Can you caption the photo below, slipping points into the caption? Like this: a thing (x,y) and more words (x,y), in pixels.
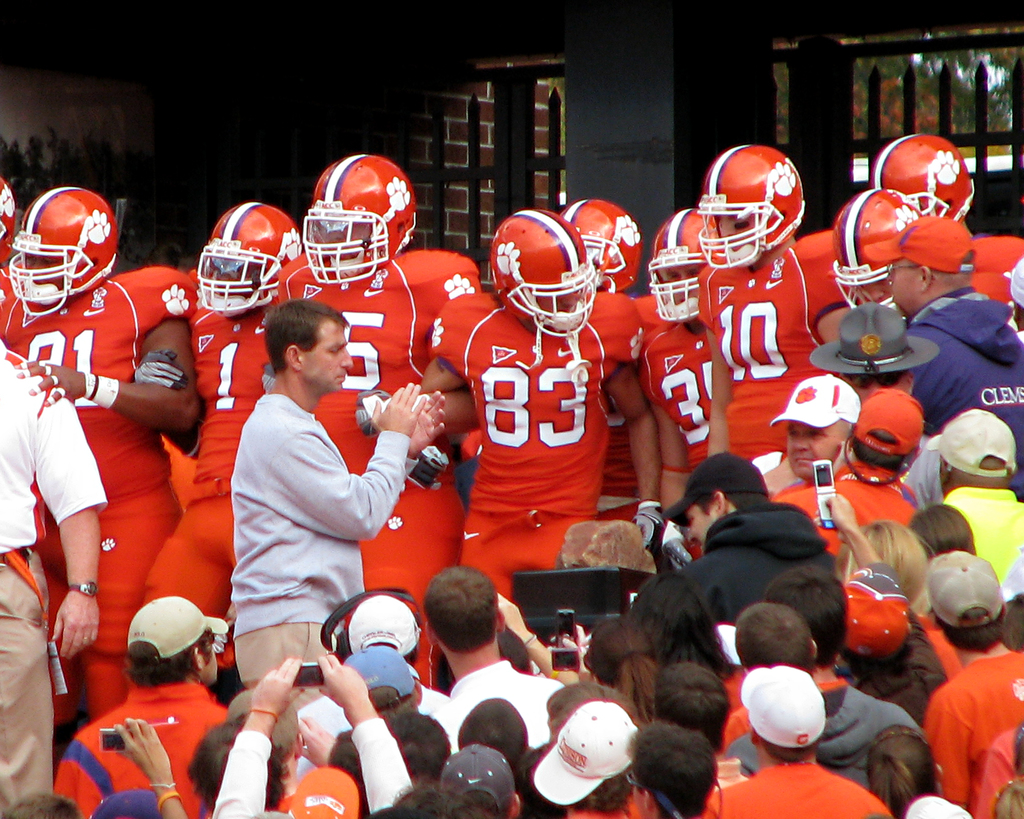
In this image we can see persons (345,425). In the background (246,160) there are metal grill (505,119), buildings (462,102), trees (783,102) and sky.
